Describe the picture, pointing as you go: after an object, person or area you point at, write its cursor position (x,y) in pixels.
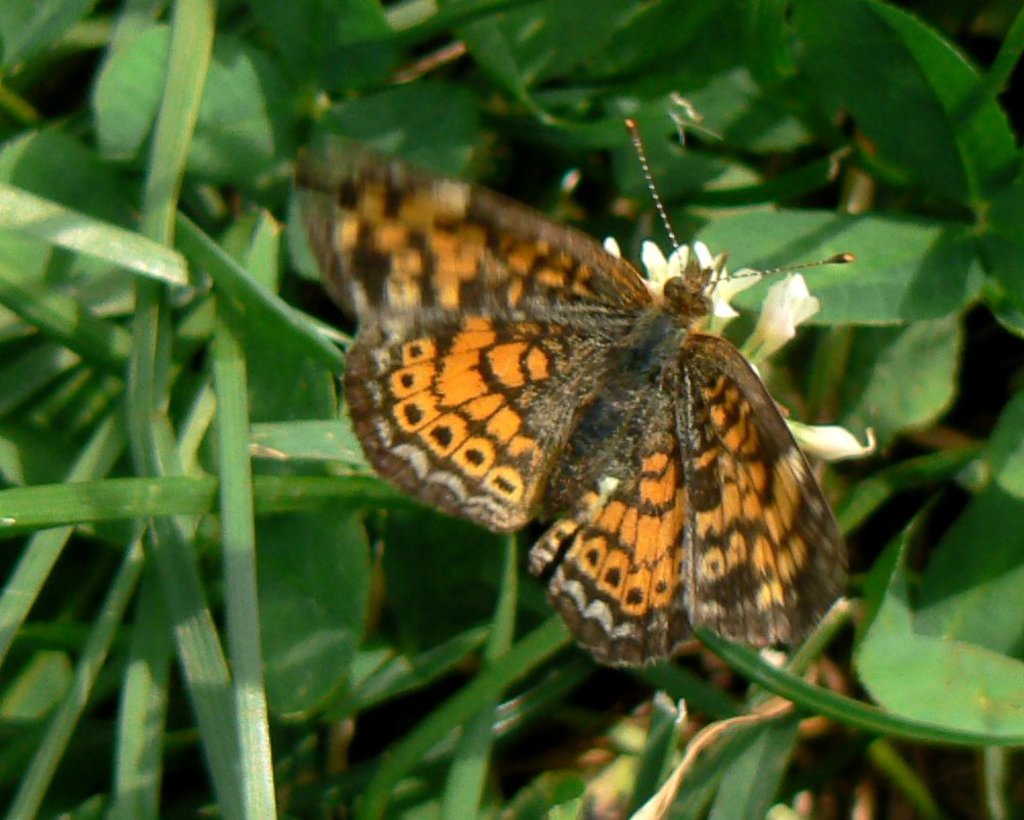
In the foreground of this picture (679,363), there is an orange color butterfly (606,425) on a flower (786,313) and in the background (827,56), there are plants (152,590).
